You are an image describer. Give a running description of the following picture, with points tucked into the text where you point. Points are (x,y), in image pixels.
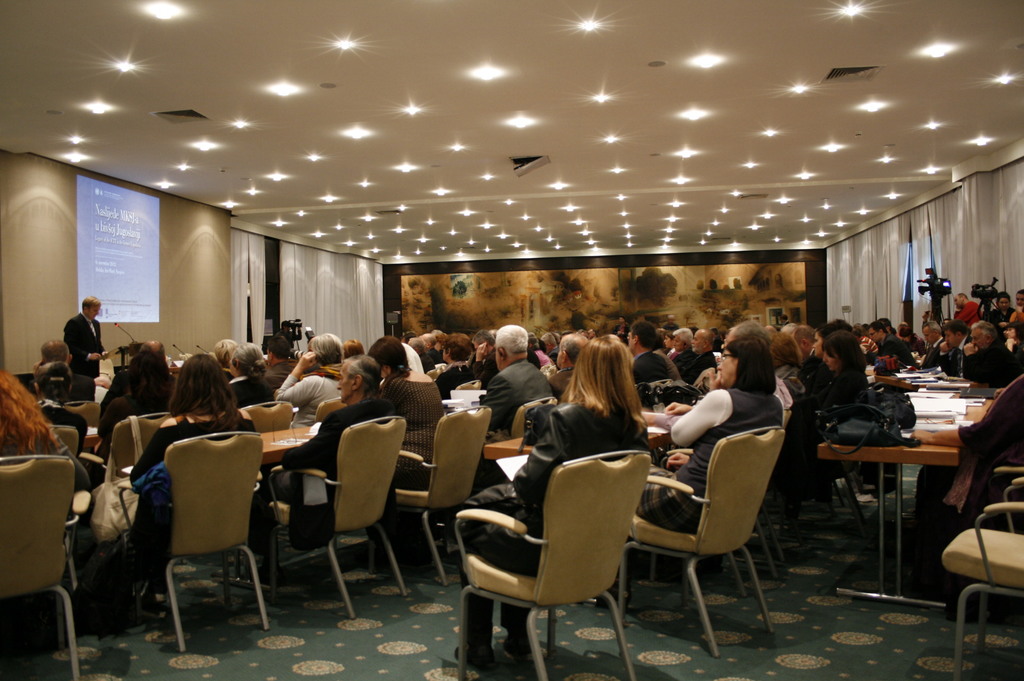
In this image I can see group of people (604,401) sitting on the chairs (646,468). This is a table (901,450) and a bag (867,432) is placed on it. I can see a man (87,349) standing near the podium (123,355) and speaking on the mike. This is a screen (139,240) where something is displayed. This is a ceiling rooftop (463,82) with ceiling lights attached to it. This looks like a video recorder (934,295). And this is a white curtain (984,248) which is hanged. At background (588,274) I can see a wall poster (633,295) which is looks like a painting (538,310).
